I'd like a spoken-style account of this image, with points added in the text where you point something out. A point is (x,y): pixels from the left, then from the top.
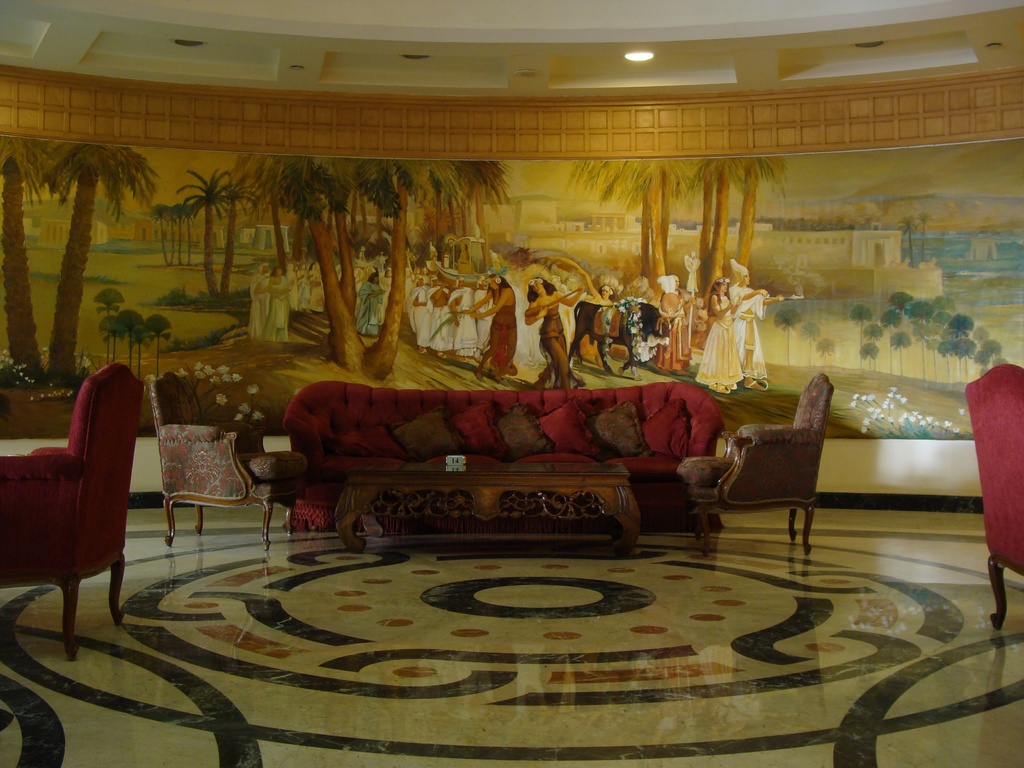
There is a sofa (657,400). This is floor (710,673). On the background (691,261) there is a wall (713,122) and this is painting (510,234). And there is a light (627,59).
